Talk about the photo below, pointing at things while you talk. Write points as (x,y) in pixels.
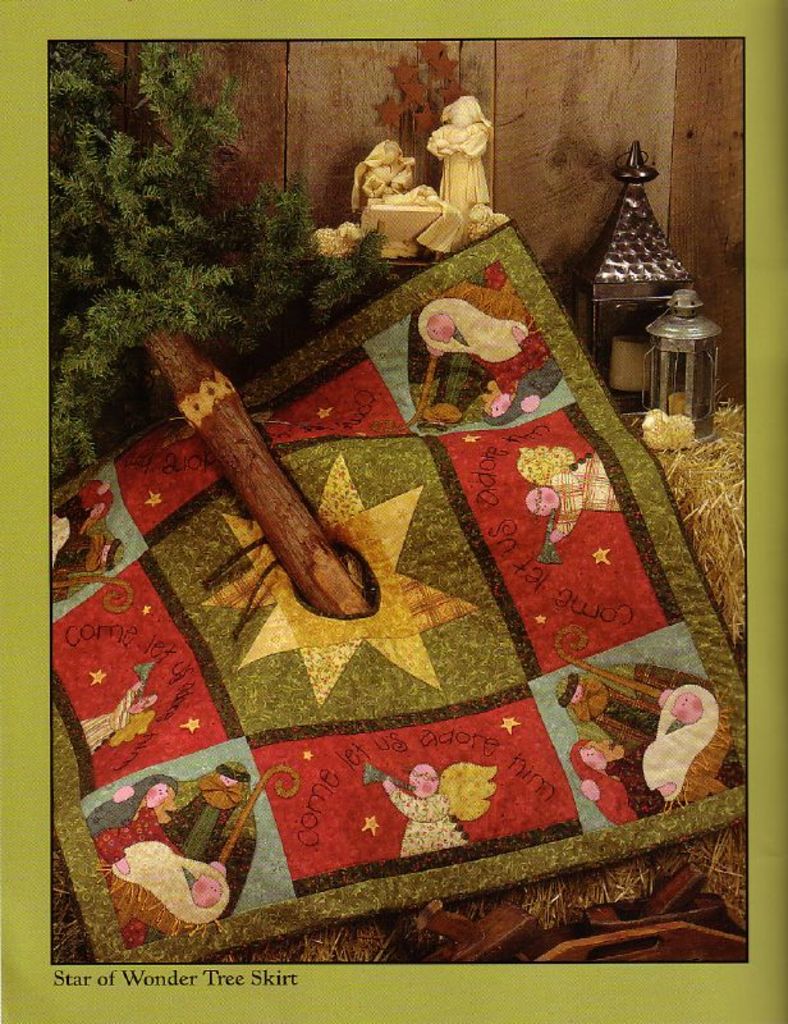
The picture consists of dry grass (715,494), cloth (386,429), Christmas tree (226,334) and sculptures (430,228). In the background (343,98) it is wooden wall (624,98). The picture has green border (496,1016).
